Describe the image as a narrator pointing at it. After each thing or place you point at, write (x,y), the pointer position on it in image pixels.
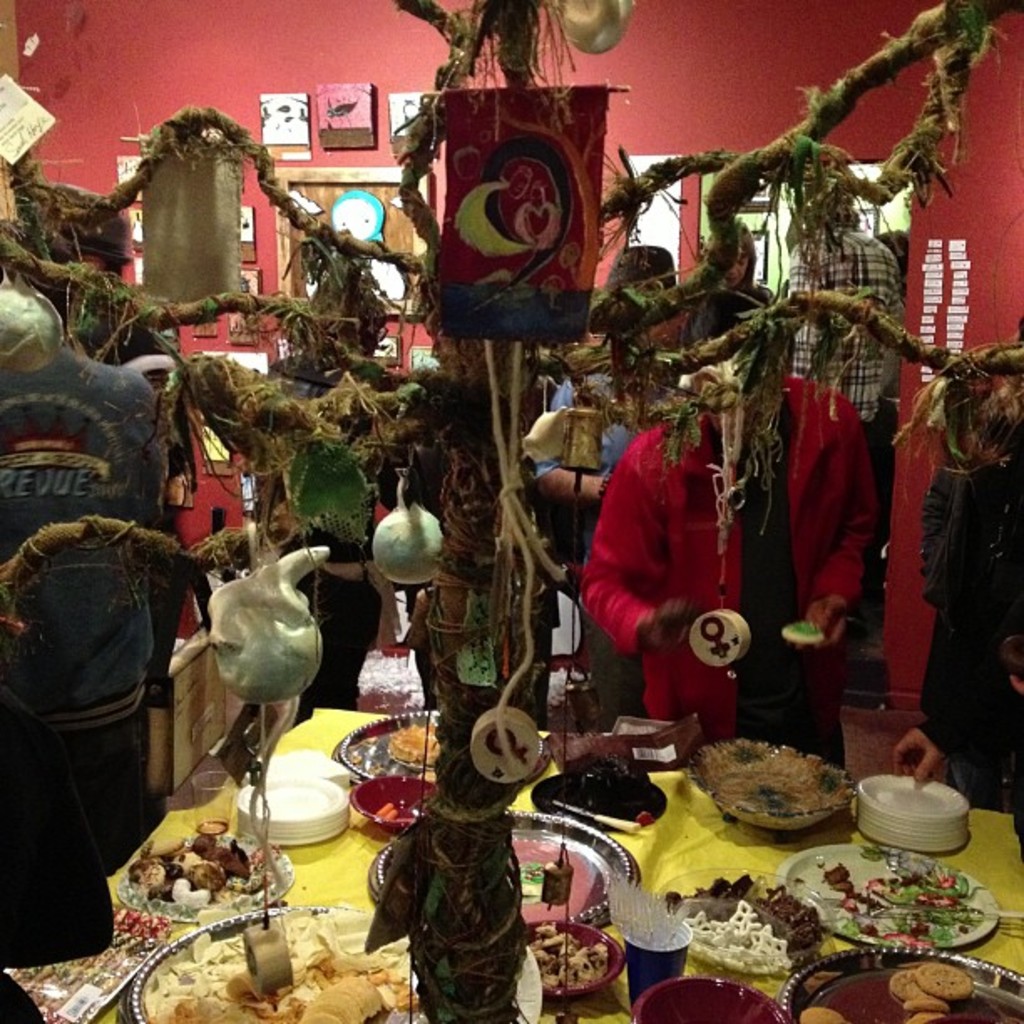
In this image there is an art (500,717) in the middle (468,652). At the bottom (762,969) there is a table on which there are plates (871,996), bowls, glasses (655,947) on it. In the plate (855,957) there is some food stuff (748,957). In the middle (514,588) there is a tree (480,400) to which there is a flag (441,313) and balls (403,513). In the background (78,422) there are few people (795,551) standing on the ground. There are pictures (336,103) attached to the wall (346,152).
